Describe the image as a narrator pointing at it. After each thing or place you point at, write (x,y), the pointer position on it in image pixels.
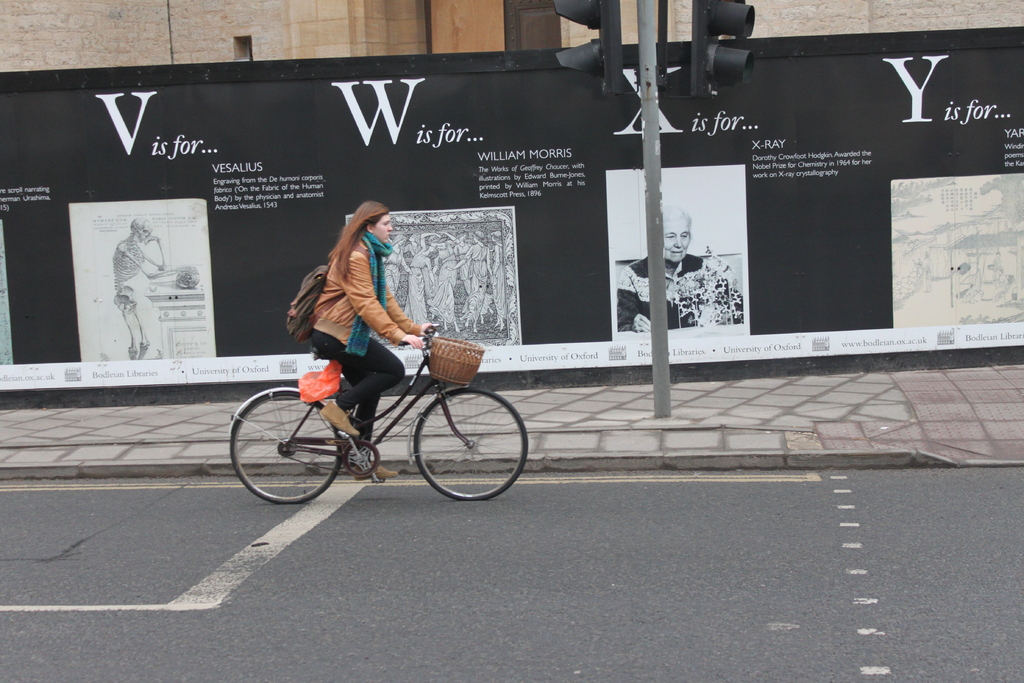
In this picture there is a woman (360,391) wearing a bag (303,312) and riding a bicycle (411,445). There is a basket (456,369) and a cover (320,375). There is a poster (448,148) on the wall (686,151). There is a traffic signal (619,36) and a building (380,27) at the background (335,34).
